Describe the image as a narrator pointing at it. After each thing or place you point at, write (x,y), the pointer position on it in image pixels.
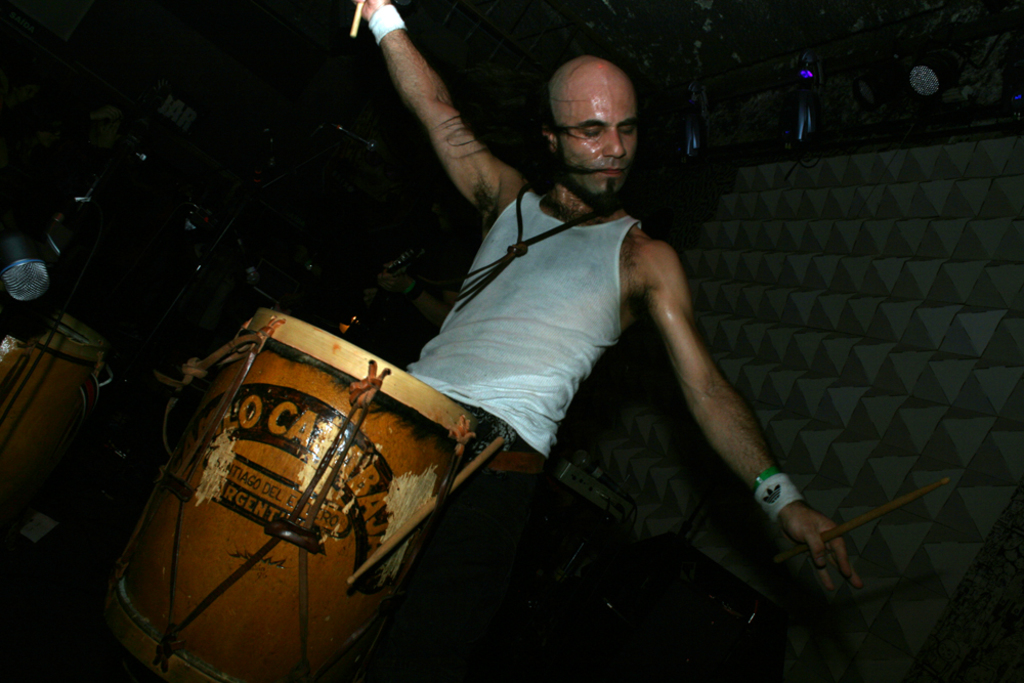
In this picture we can see a man (479,371) holding sticks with his hands (840,547), drums (403,403), some objects (567,470) and a person hands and in the background (320,295) it is dark.
